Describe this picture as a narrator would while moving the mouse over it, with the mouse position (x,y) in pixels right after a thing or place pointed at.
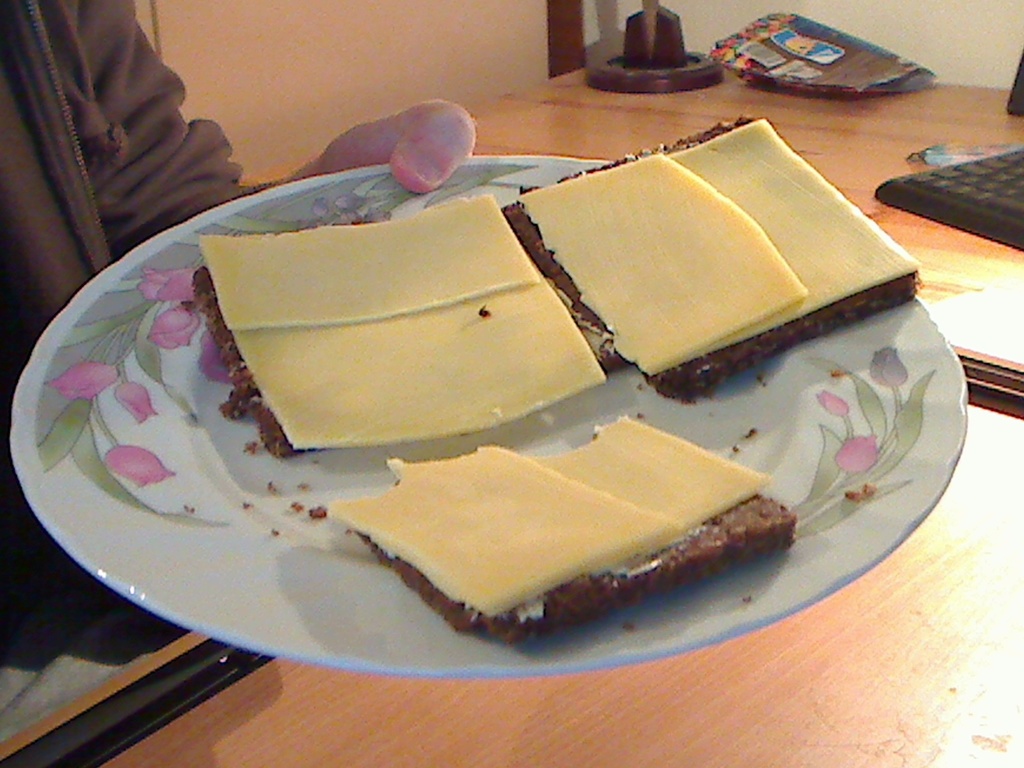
In this picture we can see some eatable item (423,430) placed on the plate (160,456), which is held by a person (90,85), in front we can see the table (818,155), on which we can see some objects (841,90) are placed.
